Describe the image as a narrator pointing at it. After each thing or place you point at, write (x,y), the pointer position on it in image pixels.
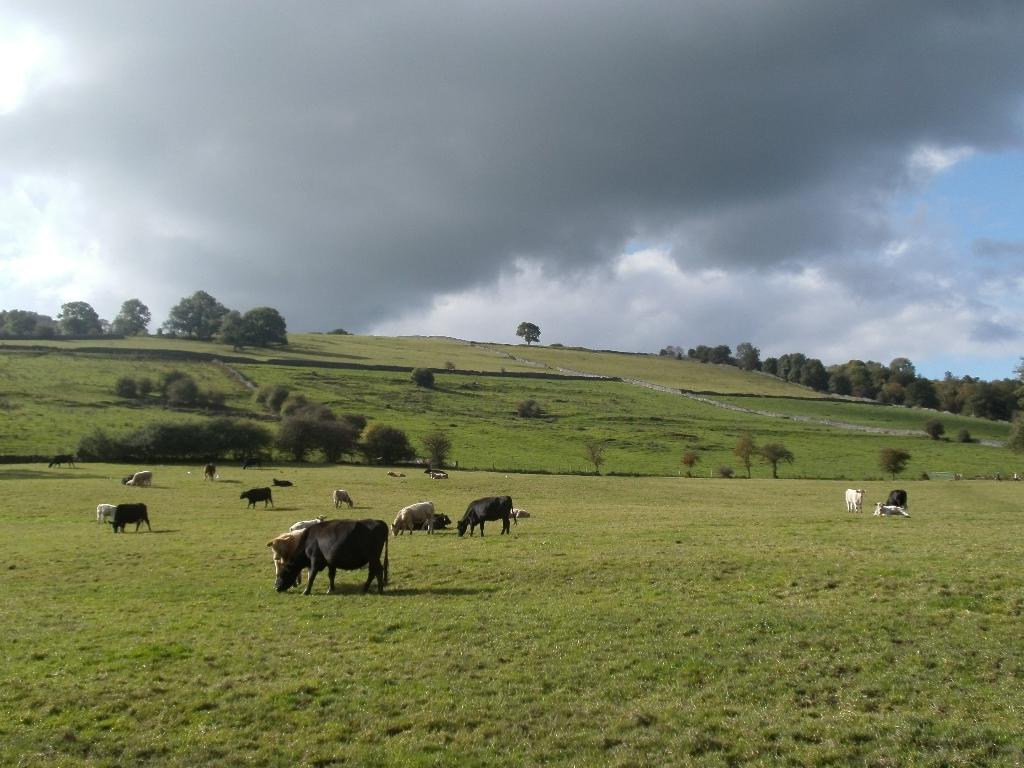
This picture might be taken from outside of the city. In this image, we can see a group of cows (901,495) which are eating grass (990,592). On the right side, we can see an animal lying on the grass (964,526). In the background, we can see some trees (147,451), plants (174,438). At the top (447,193), we can see a sky (459,191) which is cloudy, at the bottom (322,634), we can see a grass (27,631).
